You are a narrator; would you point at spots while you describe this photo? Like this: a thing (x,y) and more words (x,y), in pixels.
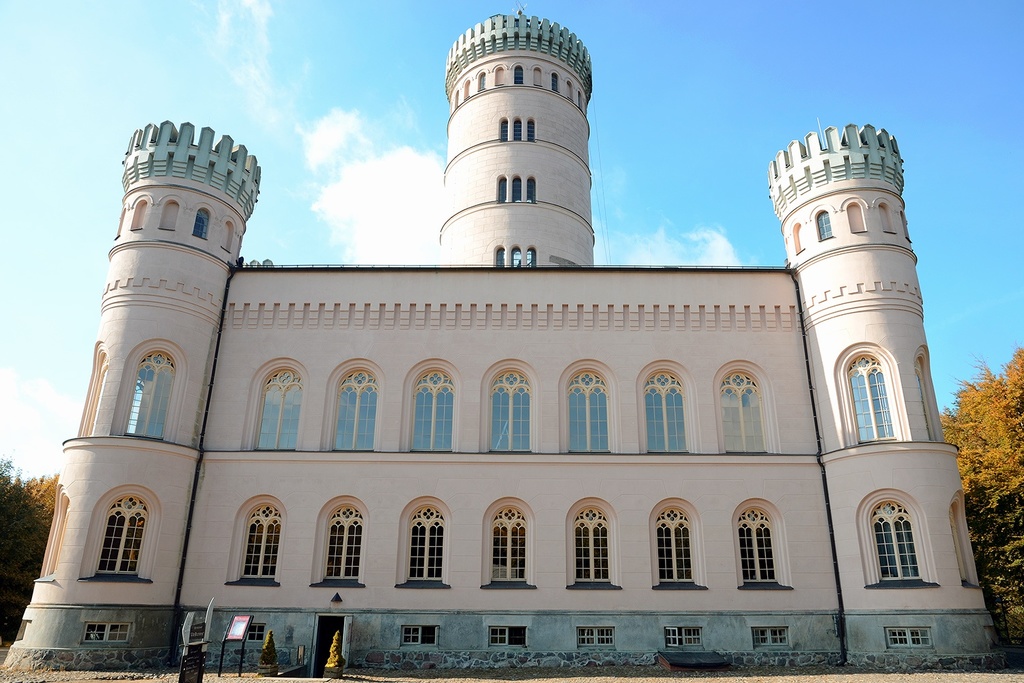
In the picture we can see building (353,502), there are some trees (29,535) on left (28,511) and right side of the picture (977,511) and top of the picture (718,46) there is clear sky (631,23).
